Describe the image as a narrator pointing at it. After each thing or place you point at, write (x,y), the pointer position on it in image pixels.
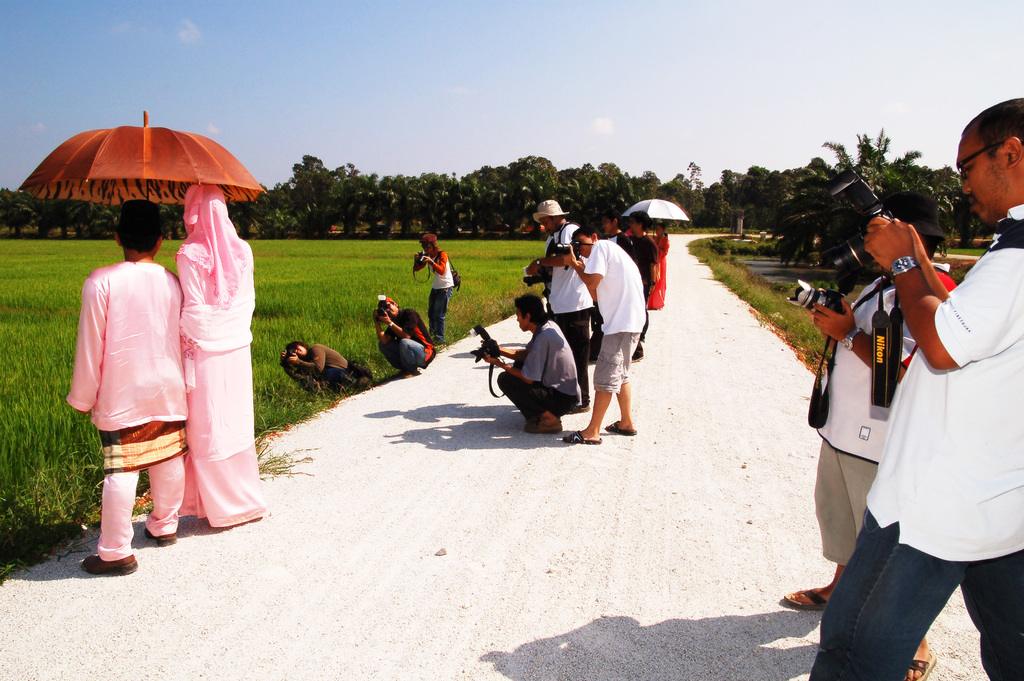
This image is taken outdoors. At the top of the image (193,80) there is the sky (374,104) with clouds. In the background (539,178) there are many trees (310,214) and plants (293,219) on the ground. At the bottom of the image (505,639) there is a road (689,352). In the middle of the image (587,374) a few people (640,307) are standing on the road (455,377) and a few are in a squatting position. Many people (920,282) are holding cameras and taking pictures and two women (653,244) are holding umbrellas (142,153) in their hands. On the left side of the image (43,453) there is a ground (43,402) with grass (48,328) on it.
